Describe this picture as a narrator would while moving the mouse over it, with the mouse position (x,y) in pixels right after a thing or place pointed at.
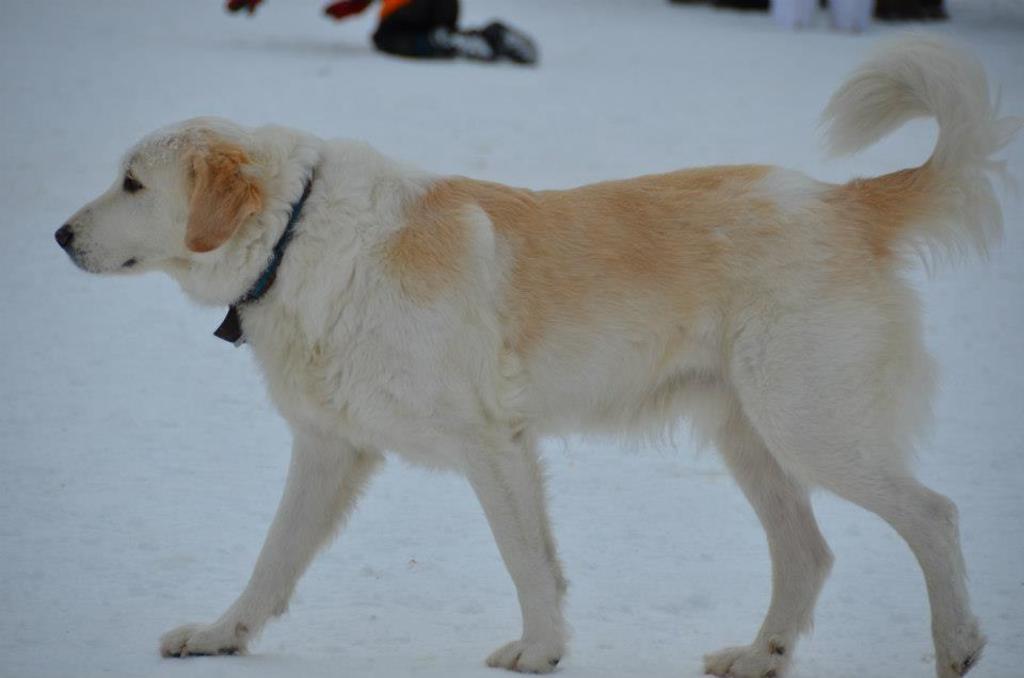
In this image we can see a dog (406,376) on the ground (369,525) and also we can see the legs (420,26) of the persons (895,14).
